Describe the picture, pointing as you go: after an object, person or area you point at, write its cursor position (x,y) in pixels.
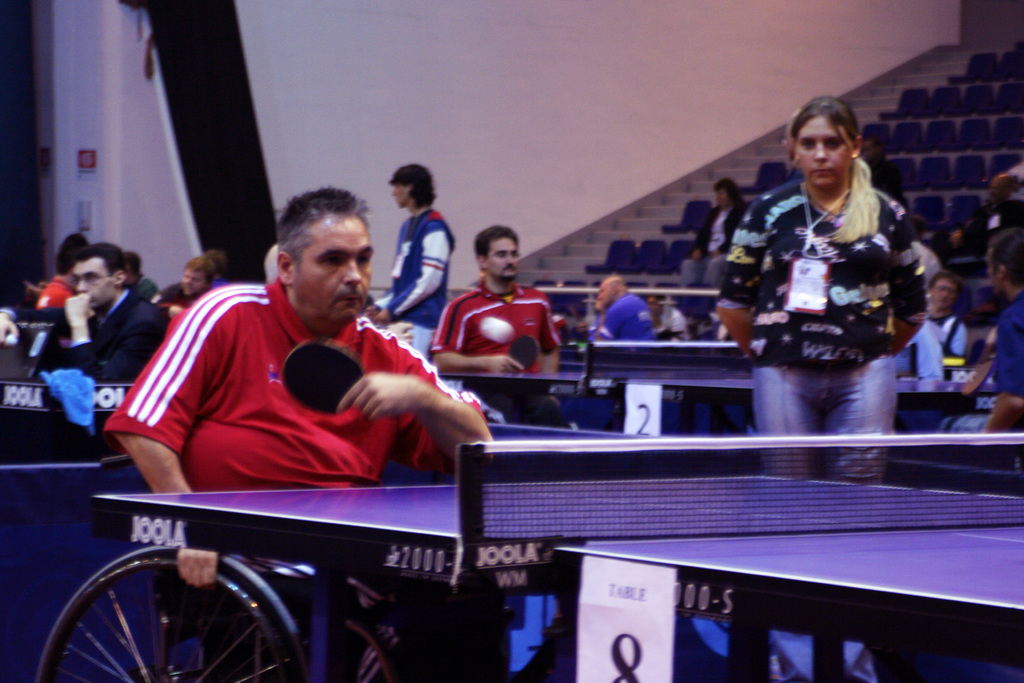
In the picture we can find a man (446,411) sitting in the wheel chair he is playing a table tennis and beside to him there is woman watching it. In the background (579,325) we can see many people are sitting and standing. And there is a wall (712,82), many chairs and it a auditorium (584,308).
